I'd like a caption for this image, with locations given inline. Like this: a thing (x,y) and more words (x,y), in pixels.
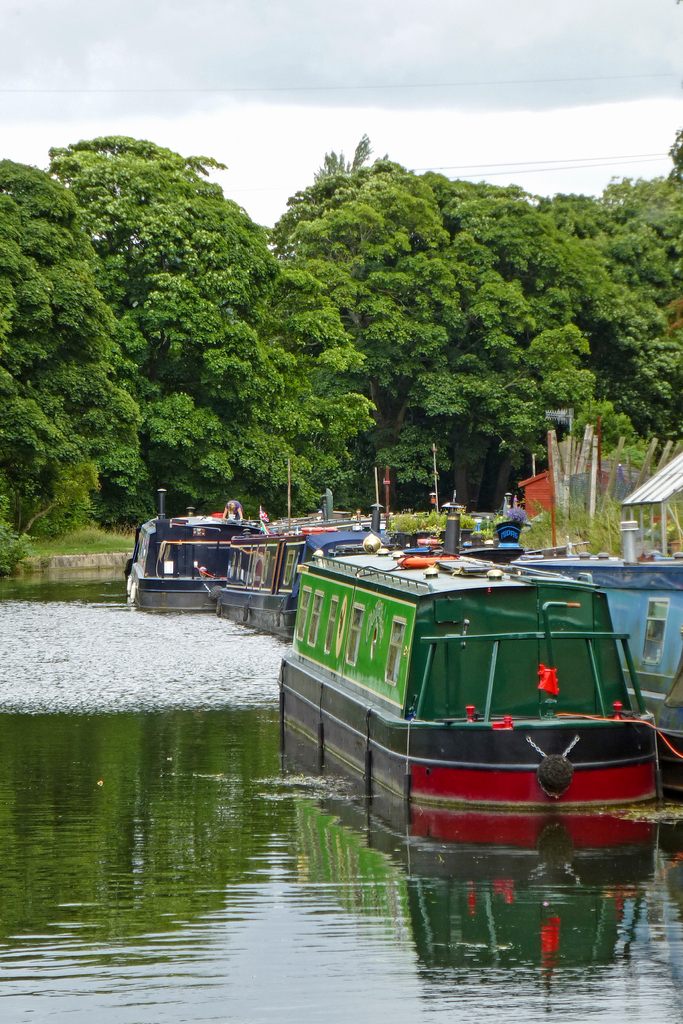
In this image there is the sky (339,70) towards the top of the image (291,63), there are clouds (380,101) in the sky (345,98), there are wires (494,166), there are trees (464,304), there is the grass (78,532), there is water (151,919), there are boats (413,665) in the water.
